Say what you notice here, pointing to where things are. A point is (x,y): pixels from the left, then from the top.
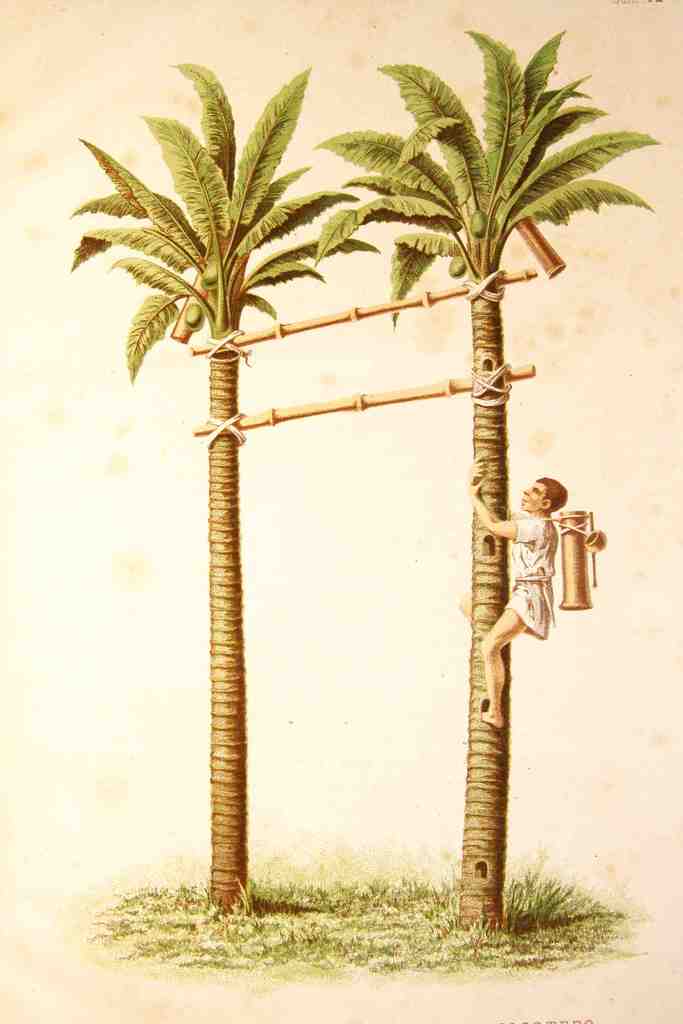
In this image I can see two trees (218,518) which are in green color. I can see one person (523,587) on the tree (492,610) and wearing the white color dress (516,579) and also some object (575,580). On the ground (395,913) I can see the grass (367,941).
